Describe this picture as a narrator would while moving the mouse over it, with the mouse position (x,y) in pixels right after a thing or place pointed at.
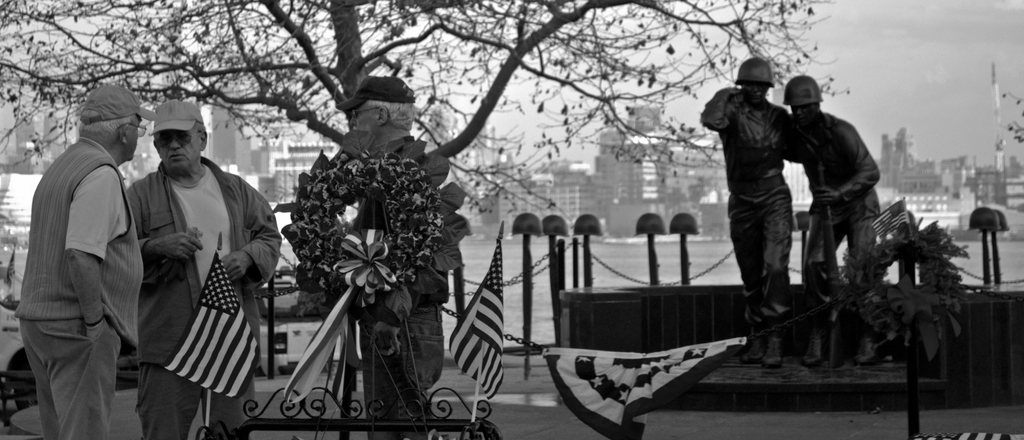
In front of the image there are flags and flowers (375,268) on the metal stand (307,428). Behind the stand (345,398) there are three people (84,433) standing. There are statues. There is a metal fence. In the center of the image (627,257) there is water (645,255). There are trees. In the background of the image (953,181) there are buildings (716,225). At the top of the image (942,62) there is sky (948,143).
